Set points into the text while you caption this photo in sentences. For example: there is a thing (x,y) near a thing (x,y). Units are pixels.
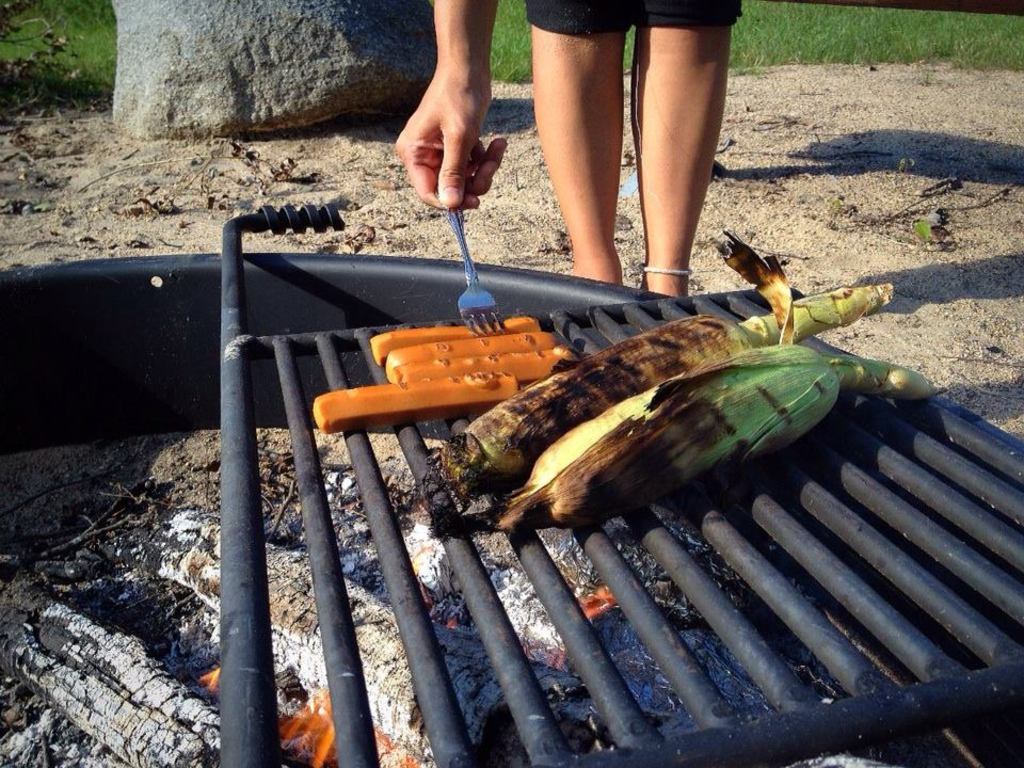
This image is taken outdoors. At the bottom of the image (409,657) there is a grill (753,714) with a few sausages (443,389) and corns (598,520) on it and there is a tub (86,301) with coal (209,728) in it. At the top of the image (803,93) there is a ground (851,167) with grass (852,39) on it and there is a rock (286,51) on the ground (359,166). In the middle of the image (611,271) a woman (546,138) is standing on the ground (476,225) and she is holding a fork (482,303) in her hand (450,122).
